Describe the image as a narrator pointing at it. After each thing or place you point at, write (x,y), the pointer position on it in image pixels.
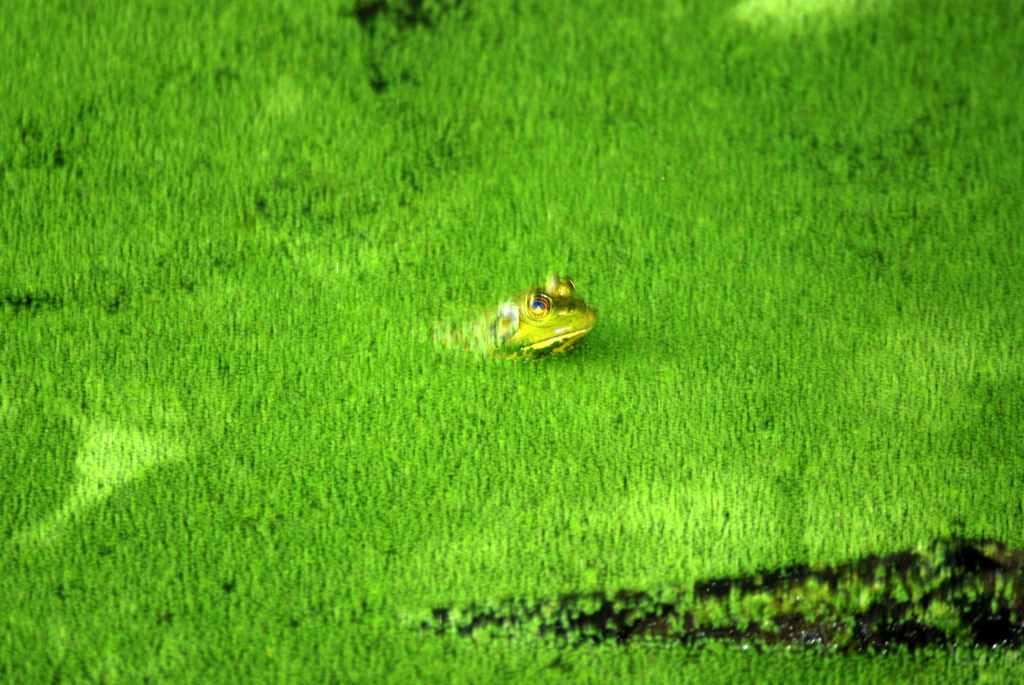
There is a frog (533,349) in the grasses (521,385). On the right side (811,626) there is a black color thing (783,570).
